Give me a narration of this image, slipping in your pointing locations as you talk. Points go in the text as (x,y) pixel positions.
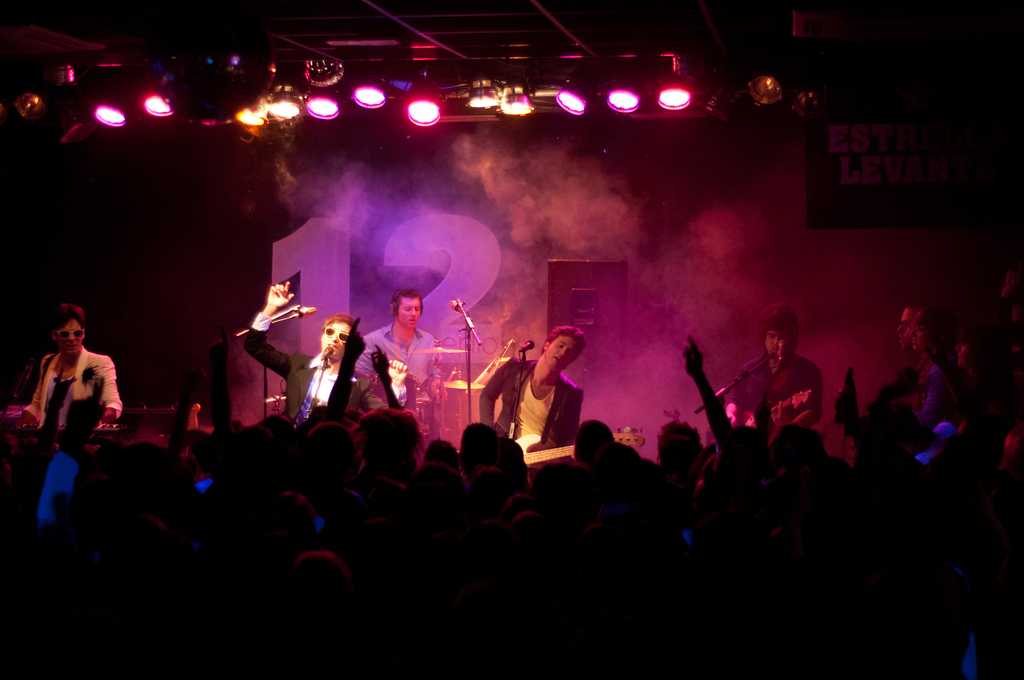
Here we can see a group of people (555,385) are standing near microphones (326,356), and at above here are the lights (283,108), and here are the group of people (306,536) standing.
